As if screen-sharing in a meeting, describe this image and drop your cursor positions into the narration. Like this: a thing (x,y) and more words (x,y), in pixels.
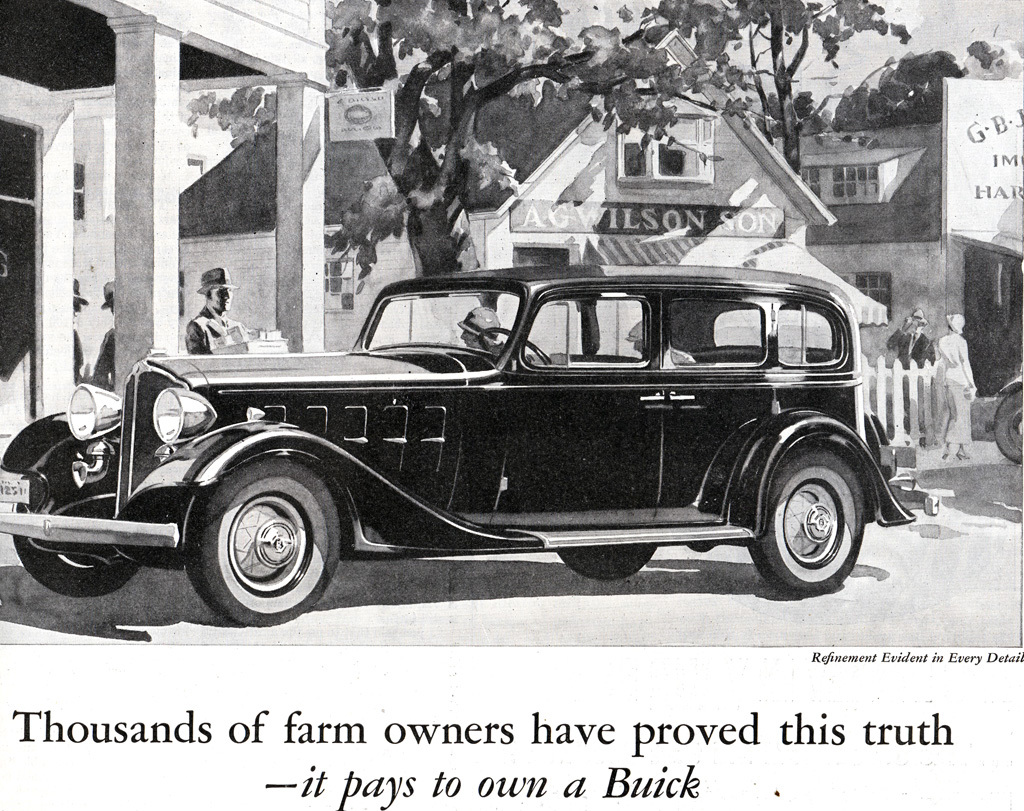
In this image I can see the person (474,326) sitting inside the vehicle (468,352). To the side of the vehicle (396,355) I can see the buildings (165,256) and the many trees (424,71). I can also see few people (199,330) are standing. I can see the text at the down. And this is a black and white image.
